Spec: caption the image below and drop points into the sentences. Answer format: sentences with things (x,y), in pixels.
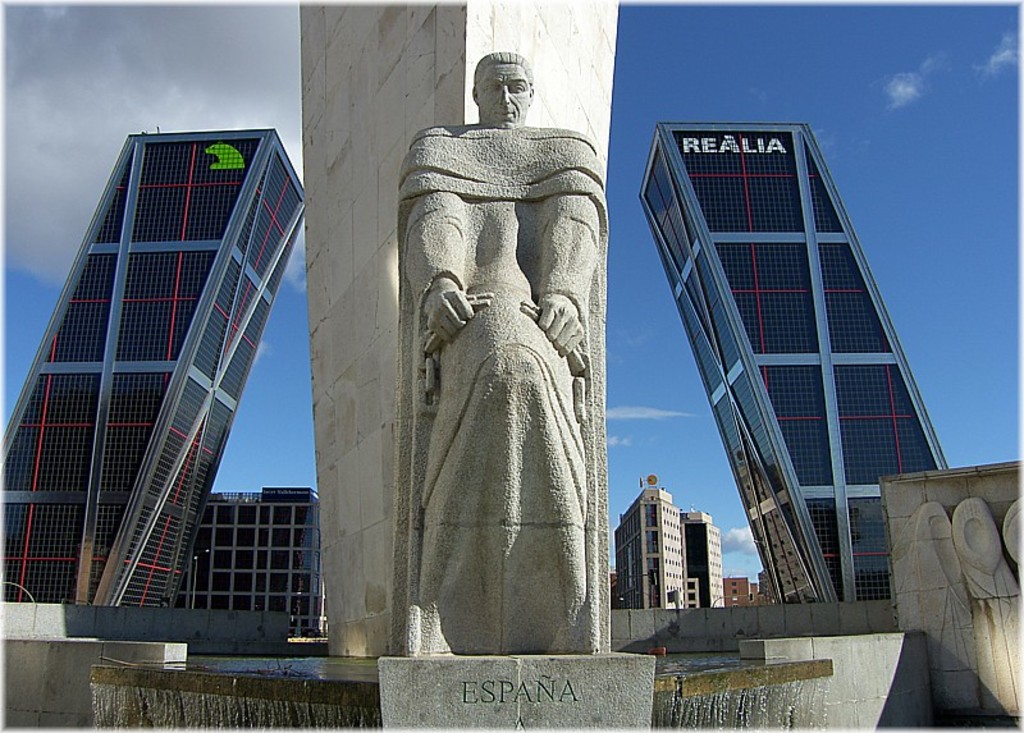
This image consists of a statue (490,573). In the background (75,310), there are buildings (75,310). The statue (462,412) is made up of a rock (447,219). At the top (57,185), there are clouds (57,185) in the sky (18,255).
